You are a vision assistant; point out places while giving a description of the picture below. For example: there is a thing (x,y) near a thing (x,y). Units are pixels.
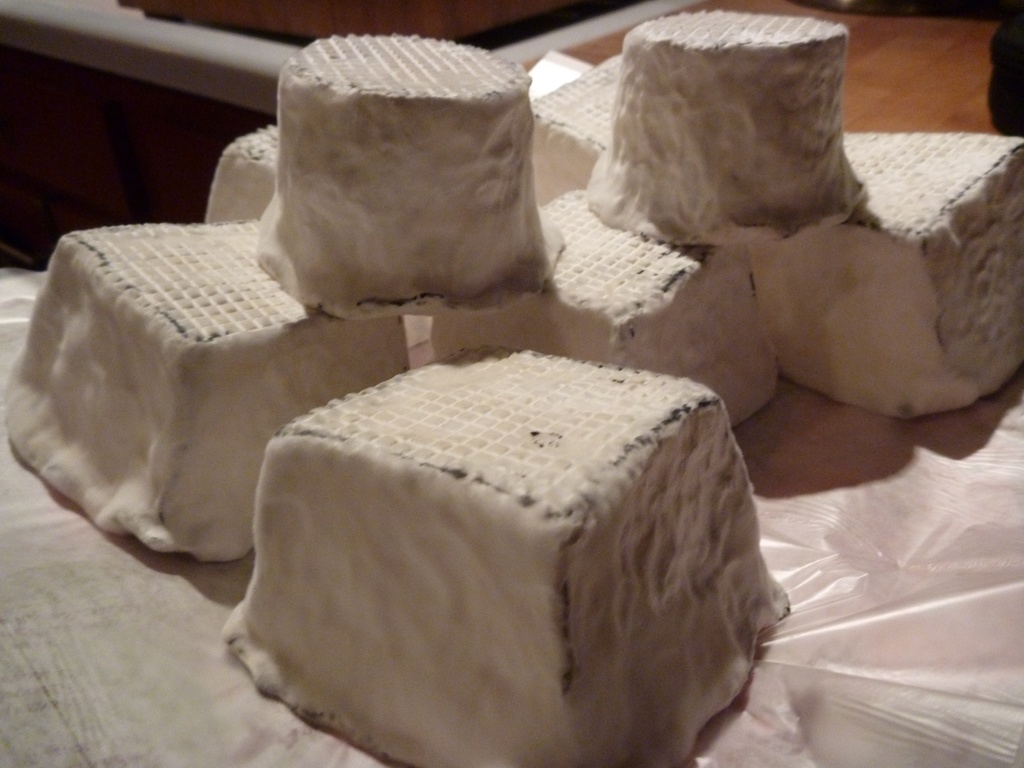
In this image there are few objects (524,359). There is a plastic sheet (858,575) below the objects (389,567).
